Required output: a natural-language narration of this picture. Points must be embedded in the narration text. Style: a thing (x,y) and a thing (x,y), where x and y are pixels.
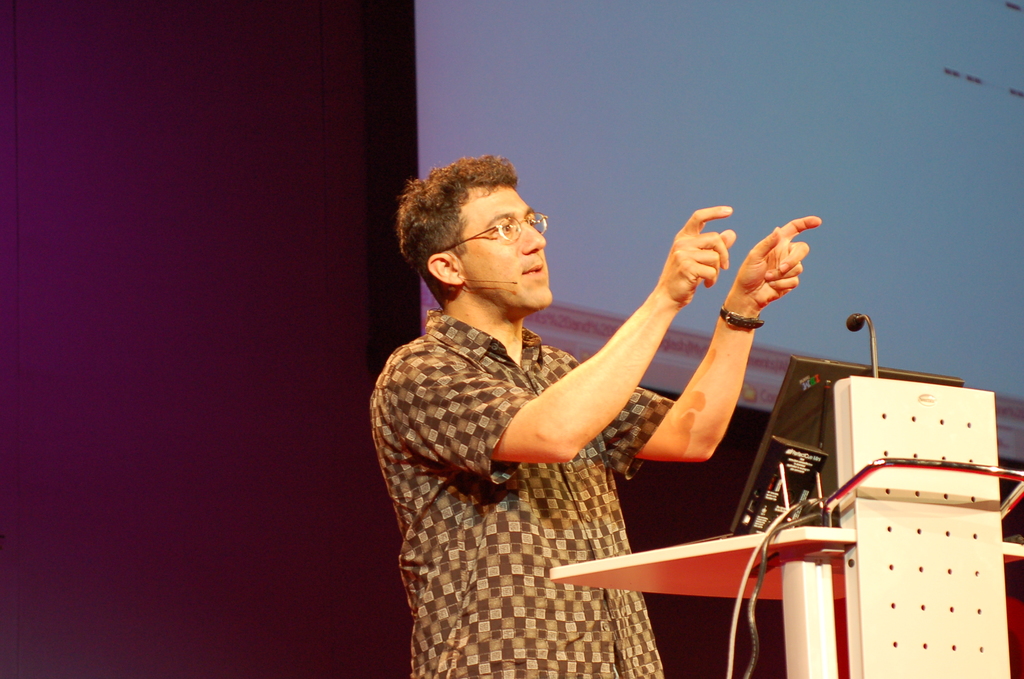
In this picture we can see a person (499,459), he is wearing a spectacles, in front of him we can see a podium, device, mic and in the background (482,54) we can see a projector screen (467,76), wall (263,377).
